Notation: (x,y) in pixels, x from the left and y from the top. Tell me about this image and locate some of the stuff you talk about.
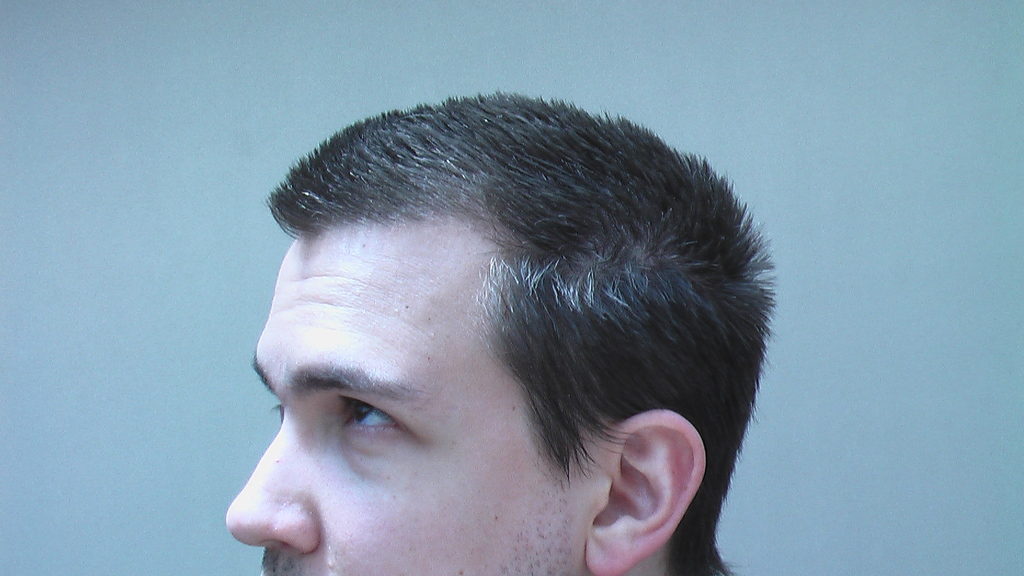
In this picture I can observe a man (354,364). The background (93,406) is in blue color.
